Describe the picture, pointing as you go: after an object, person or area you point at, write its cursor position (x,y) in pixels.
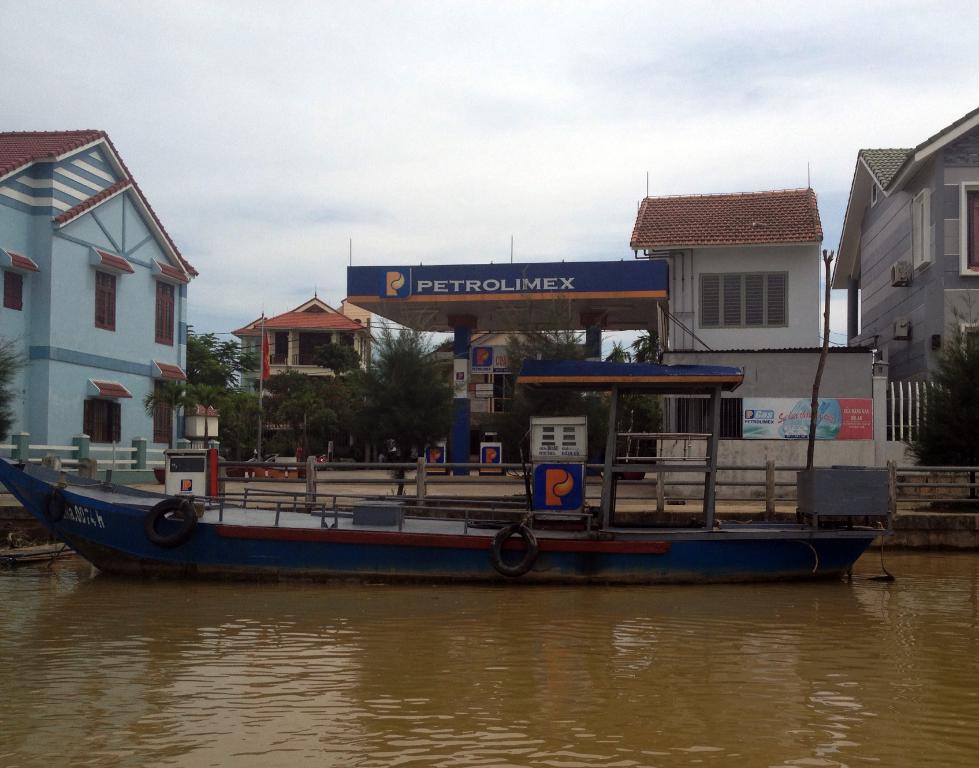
This image consists of a boat (447,511). At the bottom (415,682), there is water (347,685). In the background (503,295), there is a fuel station (477,298). On the left (49,336) and right, there are buildings (897,371). In the middle (344,412), there are trees (366,385). At the top (441,122), there is a sky (366,141).
